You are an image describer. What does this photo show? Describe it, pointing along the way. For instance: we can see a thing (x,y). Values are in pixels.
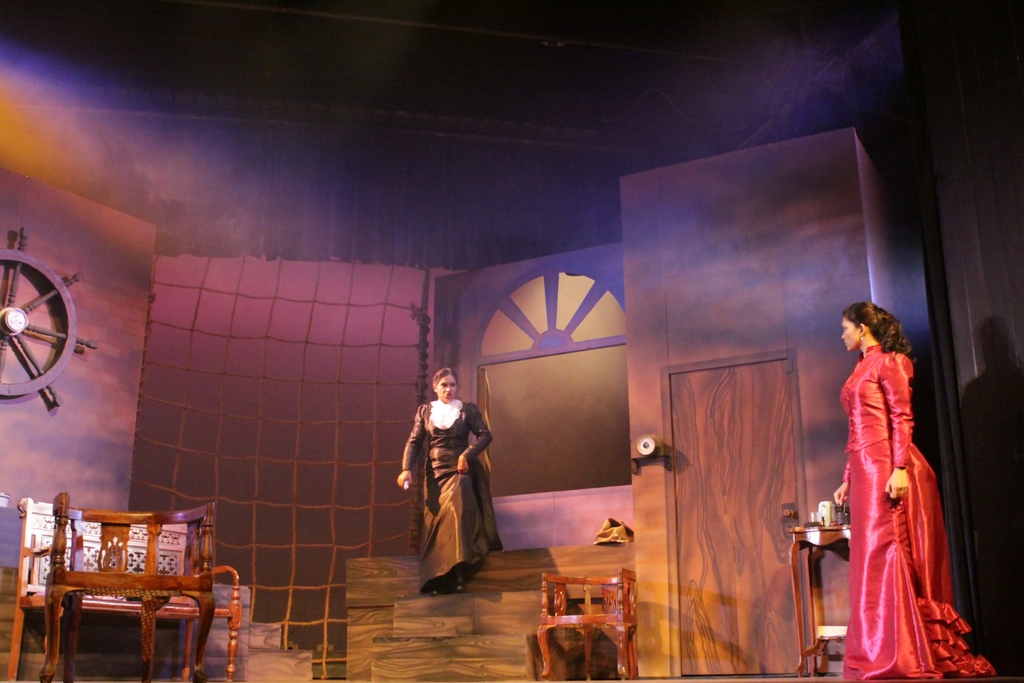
In this image, I can see a woman (890,435) with the red dress (890,445) is standing. These are the chairs (628,573). I can see a small table (834,538) with few objects (825,512) on it. This is the wooden door (767,516) with the door handle (795,515). I can see another woman (444,444) stepping down the stairs (424,640). This looks like a net (258,439). I can see a wooden wheel (75,309) attached to the wall (130,306). I think these two women (462,460) are doing a roleplay.
